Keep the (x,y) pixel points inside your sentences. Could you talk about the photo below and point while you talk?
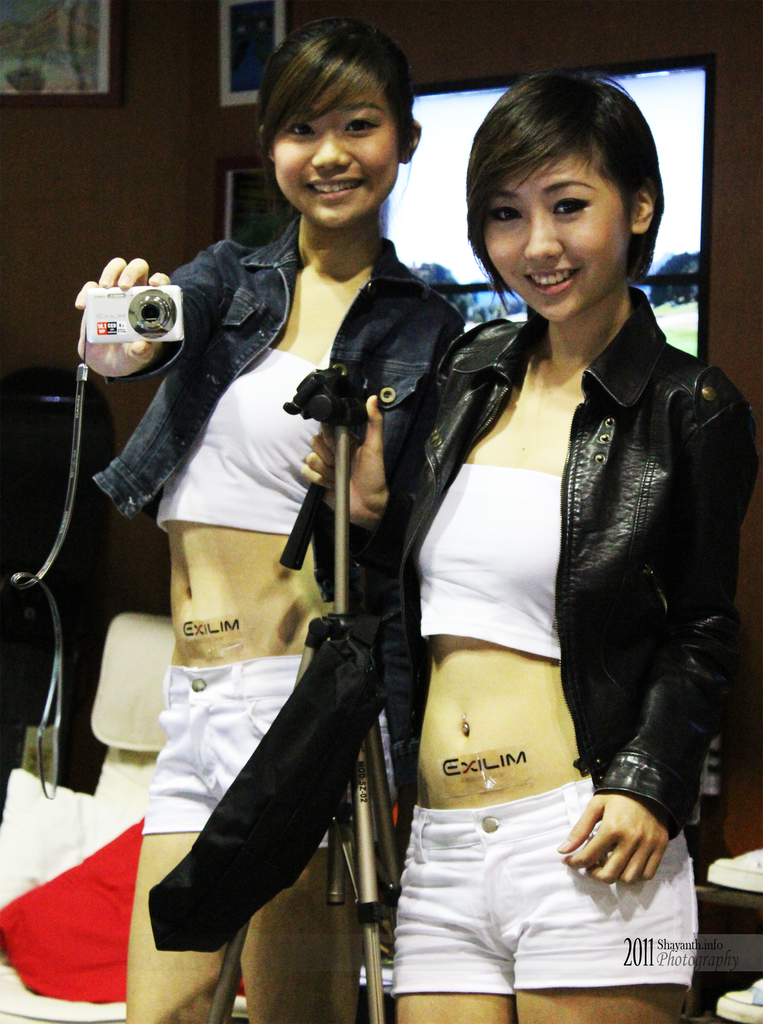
This two women (296,336) wore jackets (605,427) and smiling. This woman (255,346) is holding a camera (150,319). This woman (573,412) is holding a camera stand (328,630). At background (406,170) pictures (256,45) on wall (132,24) and a screen (684,203) is attached to the wall (748,215).
